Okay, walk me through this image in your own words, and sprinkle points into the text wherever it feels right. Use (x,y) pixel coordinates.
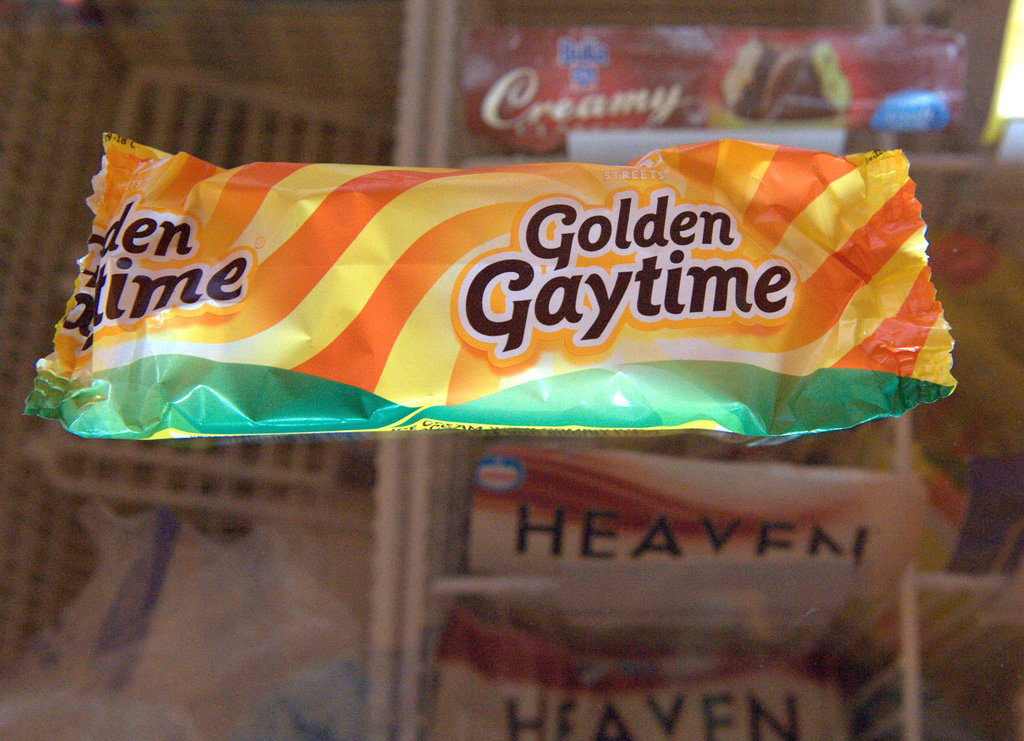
In this image we can see a cover (141,306) with some text (141,306) placed on the surface (40,424). In the background (280,553), we can see some boxes (659,47) and bags (276,609) placed on racks (413,114).
